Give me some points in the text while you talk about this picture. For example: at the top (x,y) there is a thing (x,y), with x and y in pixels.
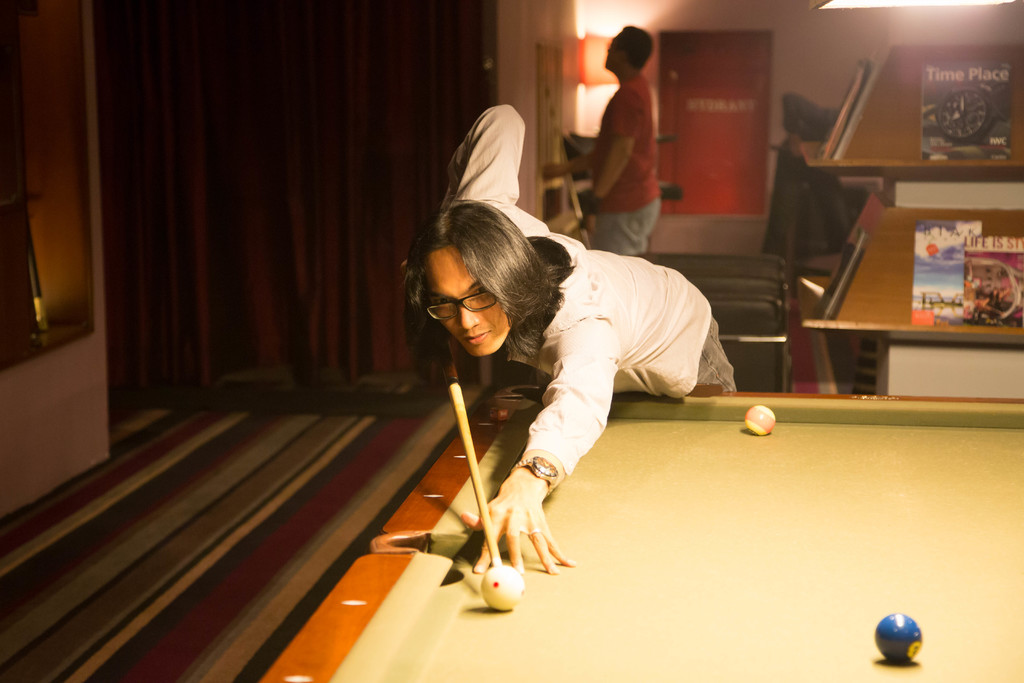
This picture is of inside on the top right (969,175) there is a wooden stand (886,264) and on the top center (648,129) there is a man (634,136) standing and we can see the curtain (317,203). In the foreground (720,505) there is a billiard table (781,500) and a person (601,327) standing and playing billiard. On the left (158,549) we can see the ground (91,552) and a shelf (72,266). In the background (746,46) we can see the door (725,81) and a wall (811,59).
